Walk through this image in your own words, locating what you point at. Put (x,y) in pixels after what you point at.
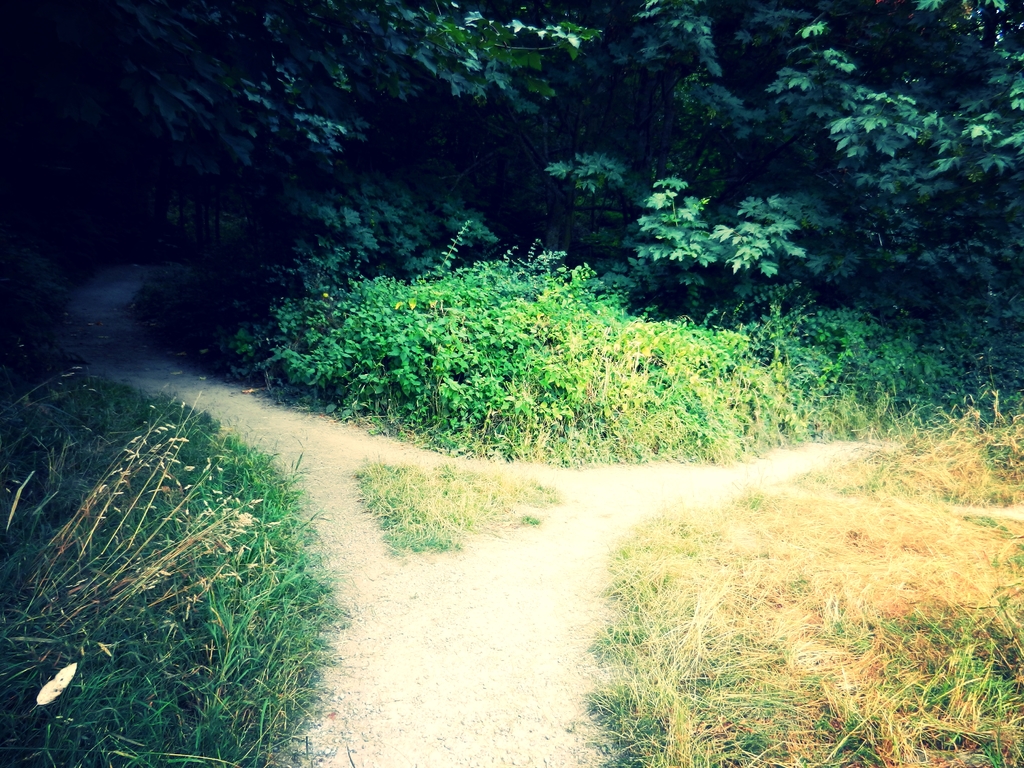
In the image there is a walkway (450,703) and around the walkway (502,668) there are plants (436,400), grass (465,502) and trees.
